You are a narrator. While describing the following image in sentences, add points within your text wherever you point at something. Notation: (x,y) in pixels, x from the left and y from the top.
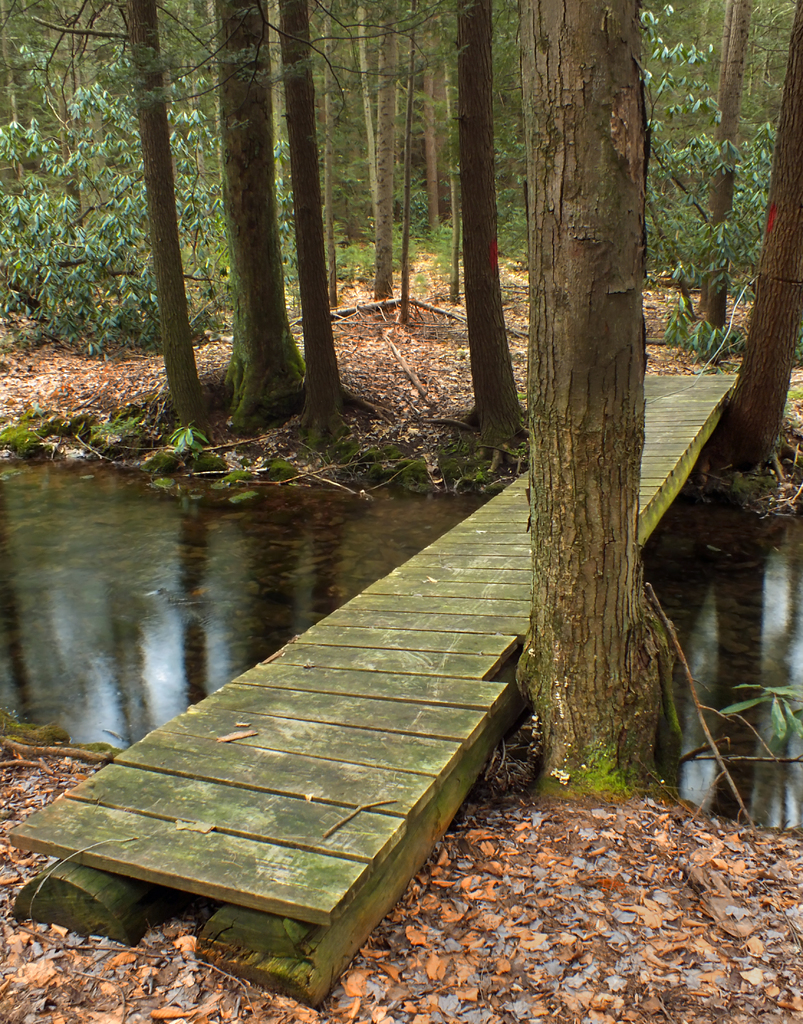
In this image I can see trees (611,275). There are dried leaves (473,963), there is water (284,555) and there is a wooden path (287,697).
